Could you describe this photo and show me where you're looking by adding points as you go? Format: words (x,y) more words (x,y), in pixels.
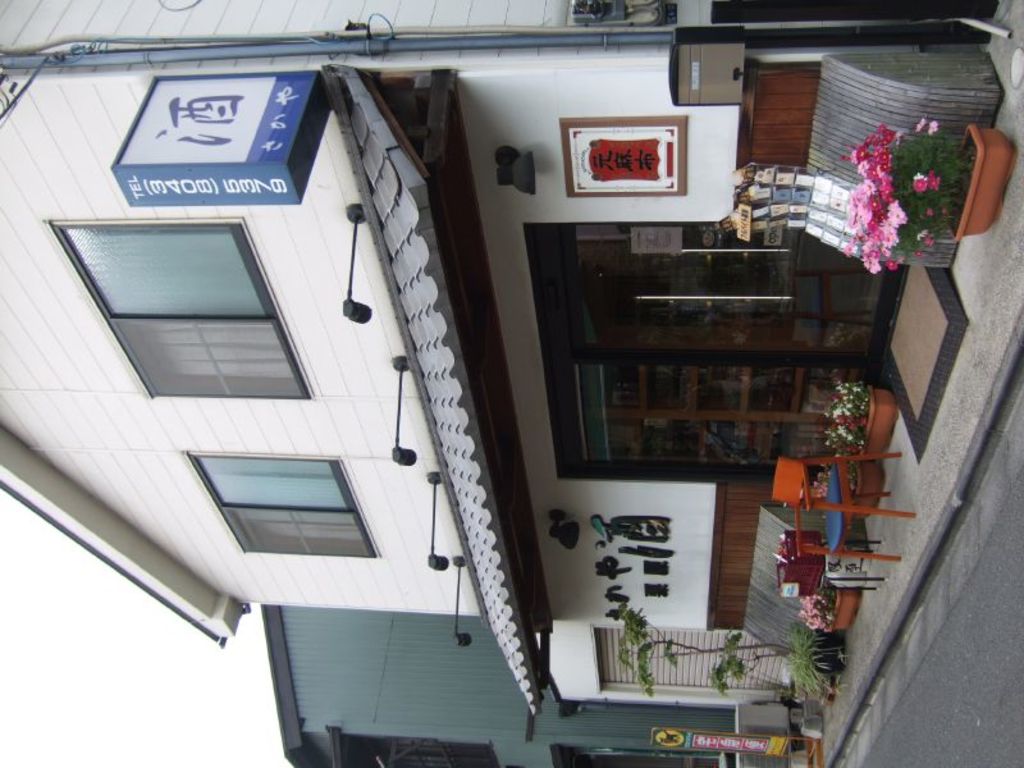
In this image there is a building (693,424), before the building (751,415) there is a chair (829,546), shrubs (806,673) and a plant (728,663). There is a board (304,180). There are windows (286,525) and sky (126,692).
